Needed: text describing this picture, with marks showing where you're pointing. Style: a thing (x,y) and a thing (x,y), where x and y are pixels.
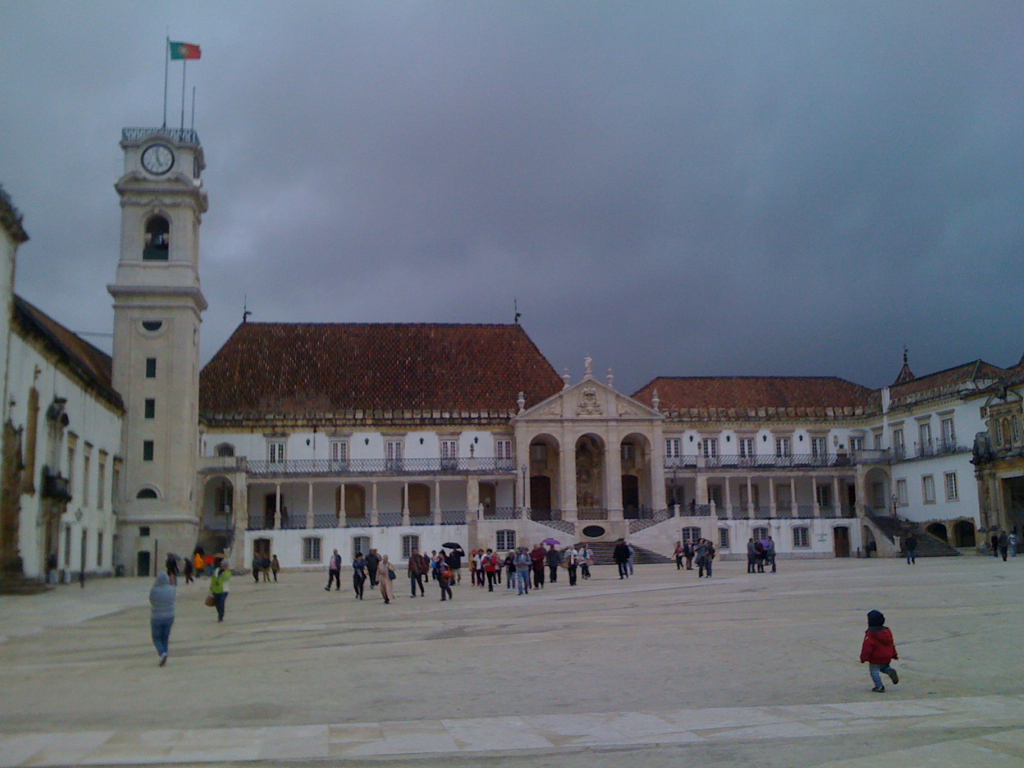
In this image in the center (427,473) there is one palace (336,476) and at the bottom (374,692) there is a walkway (917,674), on the walkway (271,600) there are some people (456,572) who are walking and some of them are standing. On the left side (169,295) there is one clock tower pole (169,177) and flag (185,46), on the top of the image (375,191) there is sky (640,211).
